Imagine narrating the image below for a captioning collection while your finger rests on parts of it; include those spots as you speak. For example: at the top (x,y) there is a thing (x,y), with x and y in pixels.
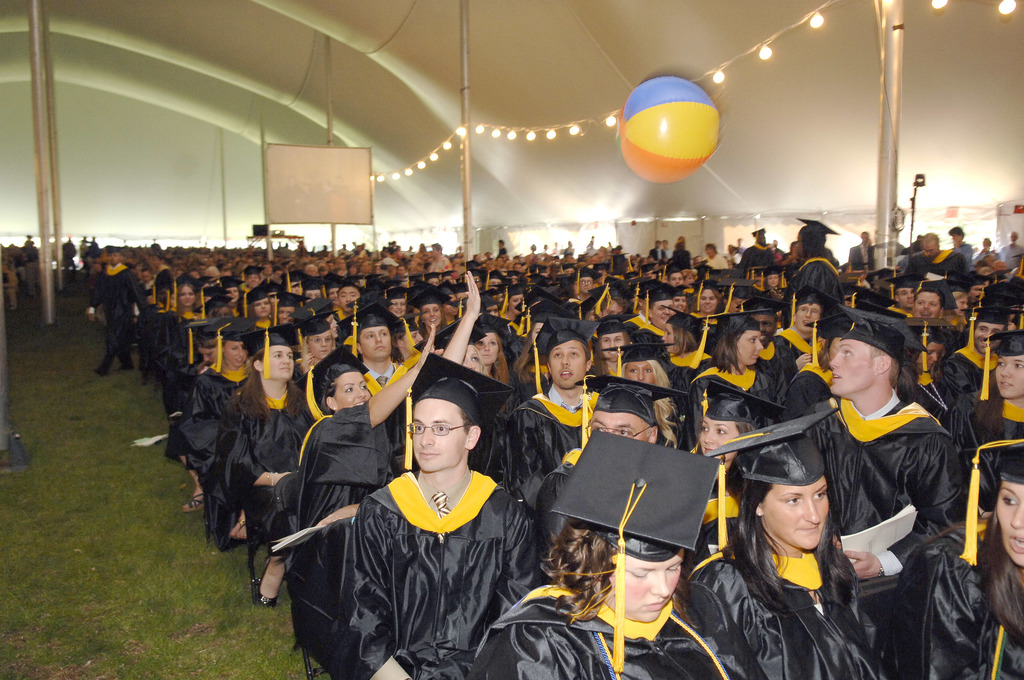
In this image we can see many student (386,528) are sitting on the right side (892,324) and there are some poles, in the middle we can see a white board (297,144).
